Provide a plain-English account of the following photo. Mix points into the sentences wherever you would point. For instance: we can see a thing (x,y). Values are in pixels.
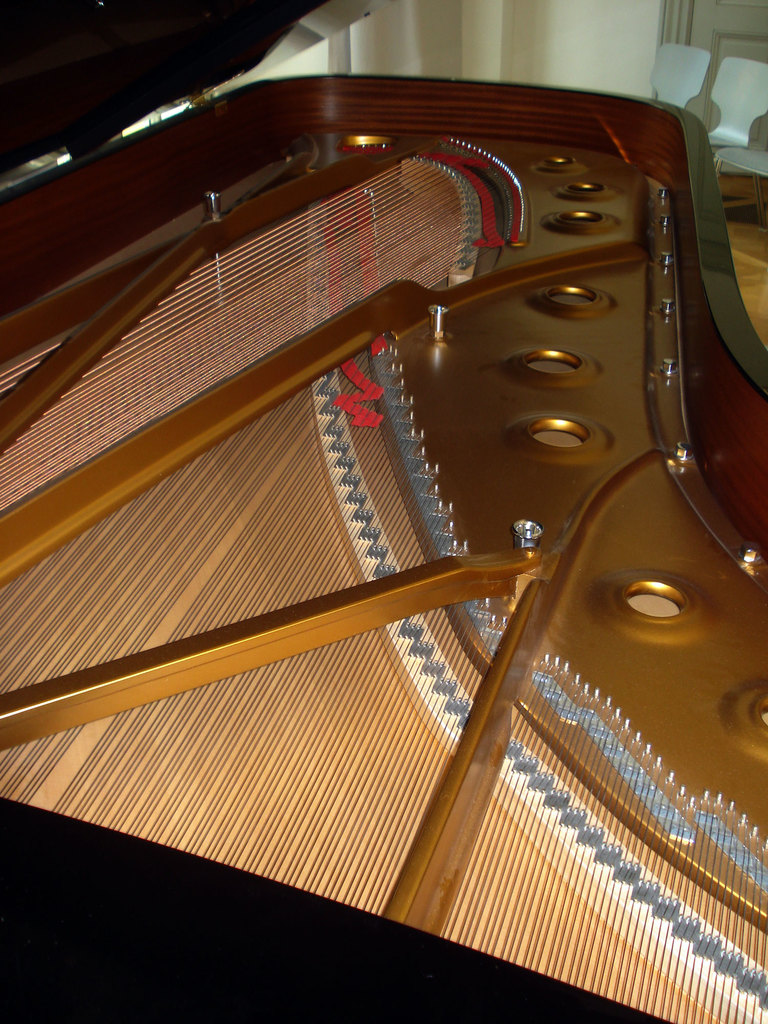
This is a image of a inner part (651,575) of a piano (651,746) which have strings (376,208). In the background (579,28) there is a wall (620,42) and chairs (696,80).
